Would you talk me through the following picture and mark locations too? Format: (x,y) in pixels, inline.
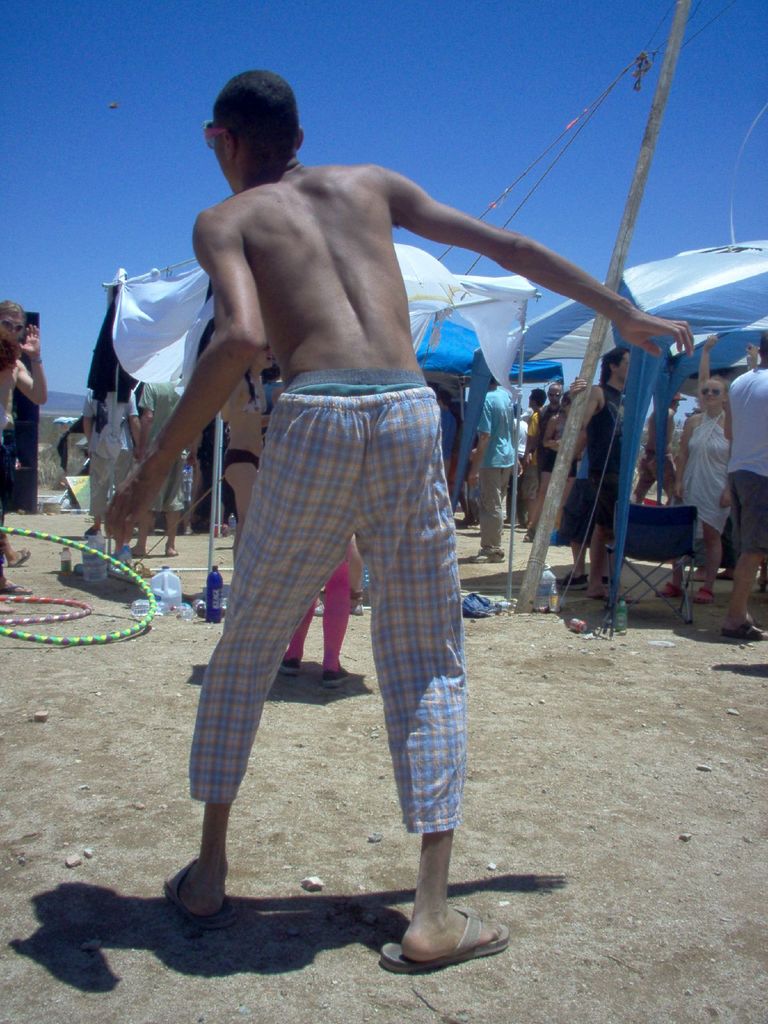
In this image we can see a man (413,826) is standing on the land (657,933). In the background (763,289), we can see shelters (571,306), rope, bamboo pole (667,78), chair (643,548), bottles (543,569), people (92,401) and two circle shape objects (86,638). At the top of the image (409,27), we can see the sky (297,37).
